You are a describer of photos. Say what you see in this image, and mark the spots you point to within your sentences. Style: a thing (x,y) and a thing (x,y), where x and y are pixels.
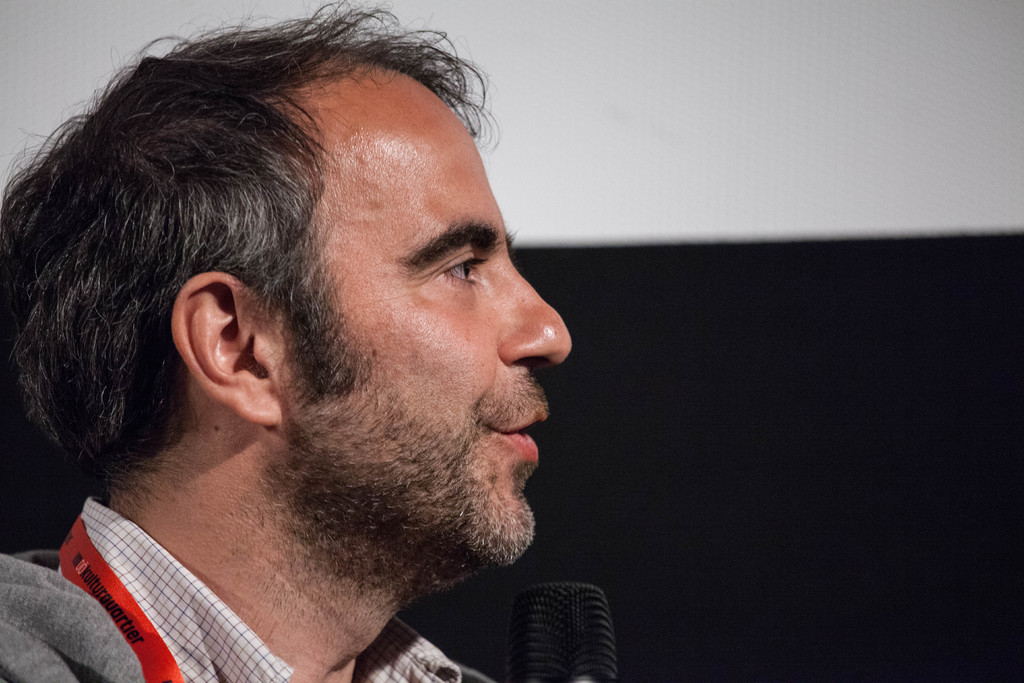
In the foreground of this image (406,540), there is a man (444,466) on the left (339,556) and there is a mic (562,637) in front of him and the background (864,274) image is not clear.
